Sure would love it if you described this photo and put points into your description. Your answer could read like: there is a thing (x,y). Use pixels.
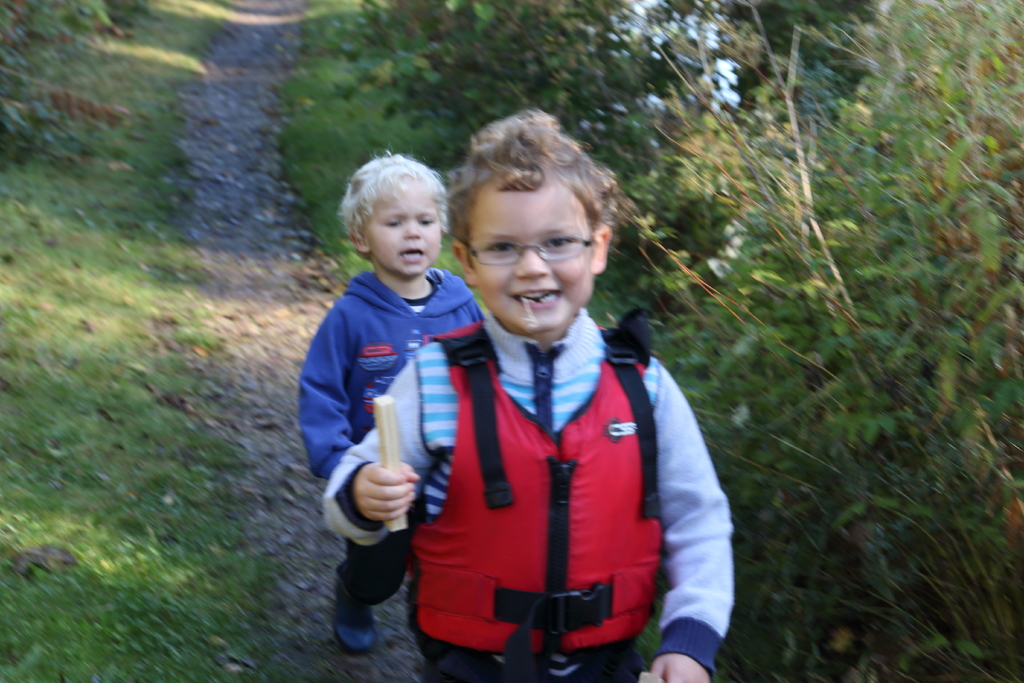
In this image, we can see a kid (506,625) is holding an object (382,445) and kept an object (526,301) in his mouth (523,301). He is watching and smiling. Behind him, we can see another boy (386,329) is walking on the walkway (305,624). Here we can see grass (6,571), plants (906,615).
